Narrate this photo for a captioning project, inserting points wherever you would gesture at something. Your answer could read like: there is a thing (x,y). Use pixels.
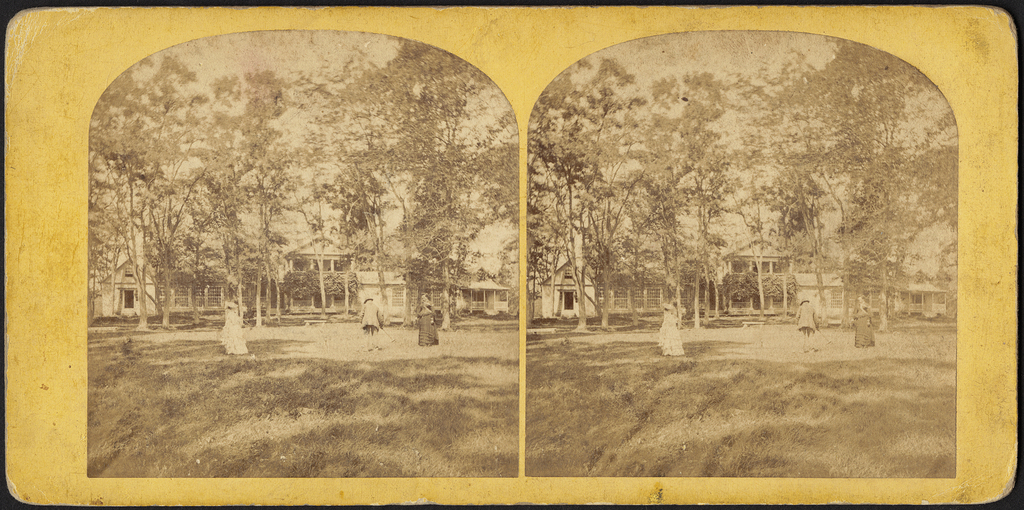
This is an edited and collage picture. In this image there is a building (366,294) and there are trees (285,235) and there are group of people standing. At the top (355,46) there is sky (344,53). At the bottom (304,392) there is grass (213,385).
